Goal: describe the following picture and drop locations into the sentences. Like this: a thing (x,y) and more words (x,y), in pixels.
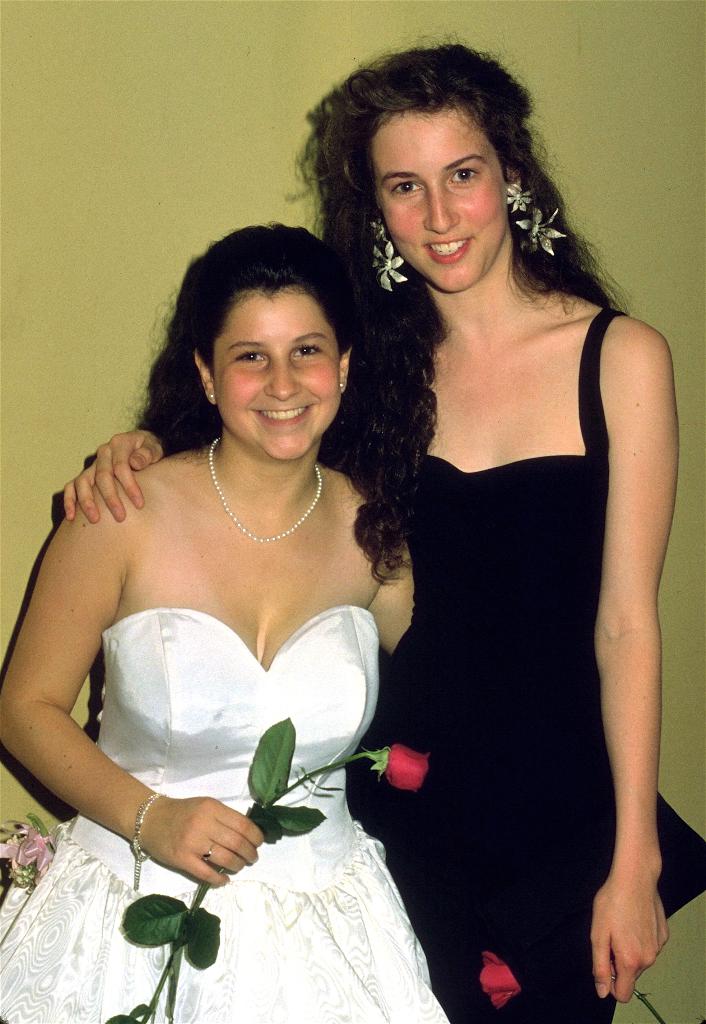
As we can see in the image there is a wall (40,172) and two women (380,336) over here. The woman (483,348) on the right side (492,332) is wearing black color dress (529,732) and the woman (239,539) on the left side (227,545) is wearing white color dress (169,732) and holding a flower (265,813).
